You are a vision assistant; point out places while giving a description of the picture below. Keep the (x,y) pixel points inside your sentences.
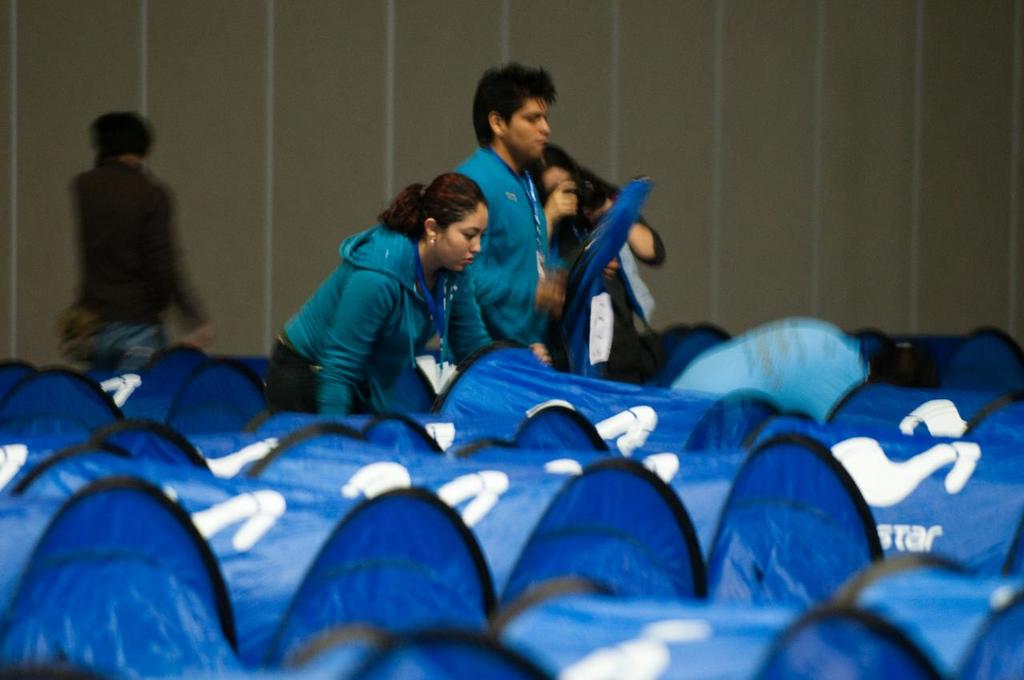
In this image there are objects (518,527) towards the bottom of the image (655,540) that looks like tents (476,539), there is text (890,531) on the tent (847,494), there is a woman (415,265) holding a tent (494,382), there is a man (517,272) holding a tent (575,268), there is a woman (578,248) taking a photograph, there is a man (178,309) walking, there is the wall (98,96) towards the top of the image (394,83).
